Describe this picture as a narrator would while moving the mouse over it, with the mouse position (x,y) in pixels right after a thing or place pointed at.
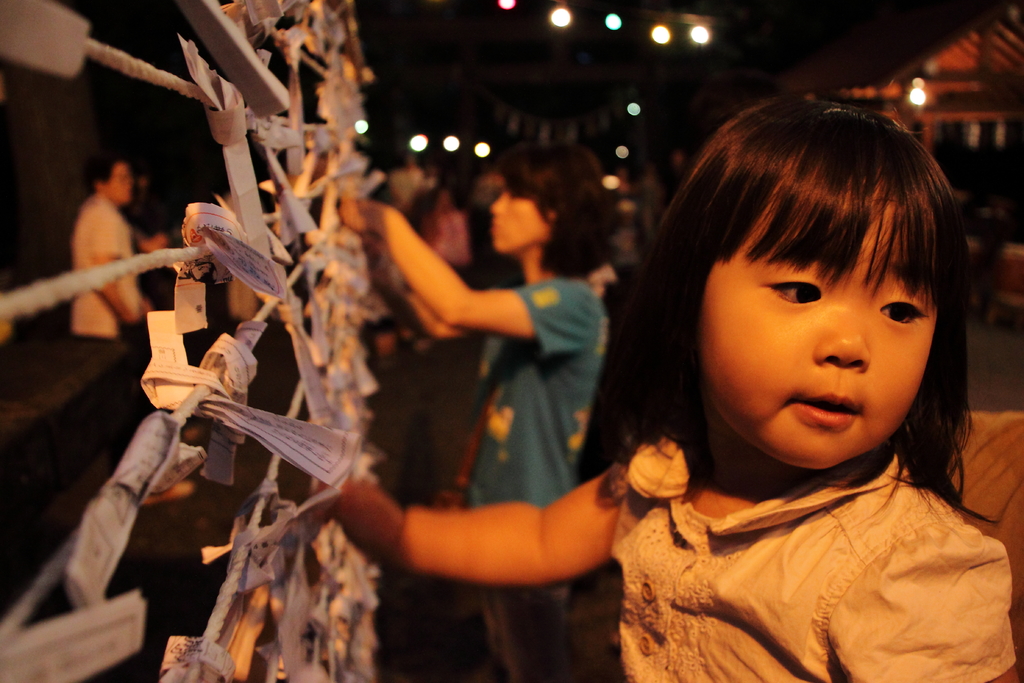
In this image we can see a person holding a child (768,515). We can also see some papers (262,332) tied to the ropes (276,294) in front of them. On the backside (499,395) we can see a group of people (442,296) standing, some lights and a house (974,105).
